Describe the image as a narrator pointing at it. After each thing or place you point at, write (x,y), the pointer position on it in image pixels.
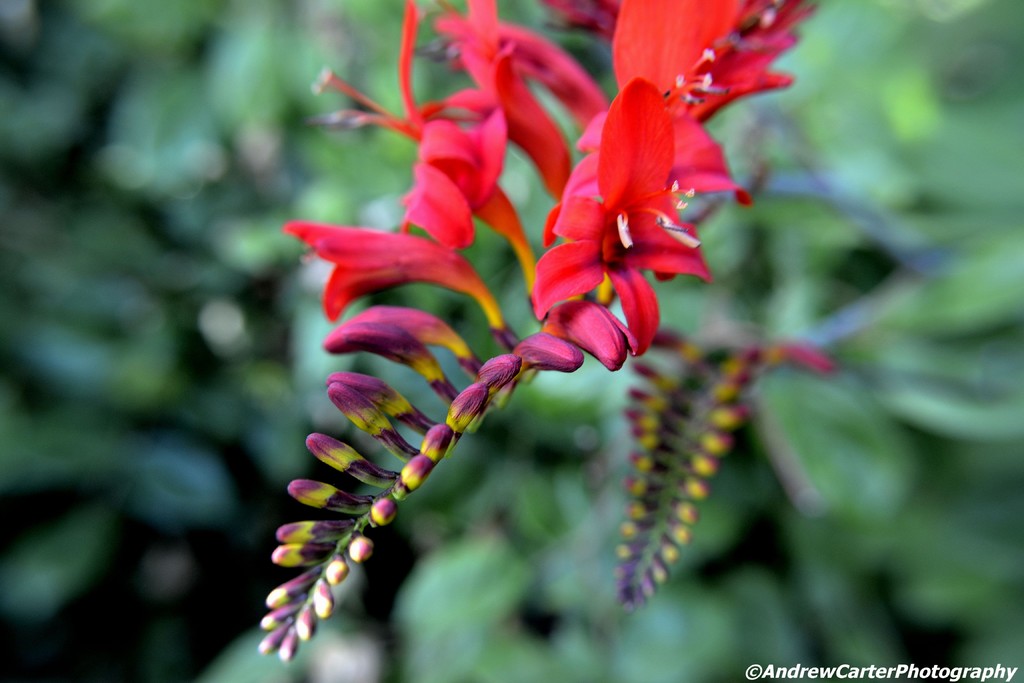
In the picture I can see the red color flowering plants (578,113).
